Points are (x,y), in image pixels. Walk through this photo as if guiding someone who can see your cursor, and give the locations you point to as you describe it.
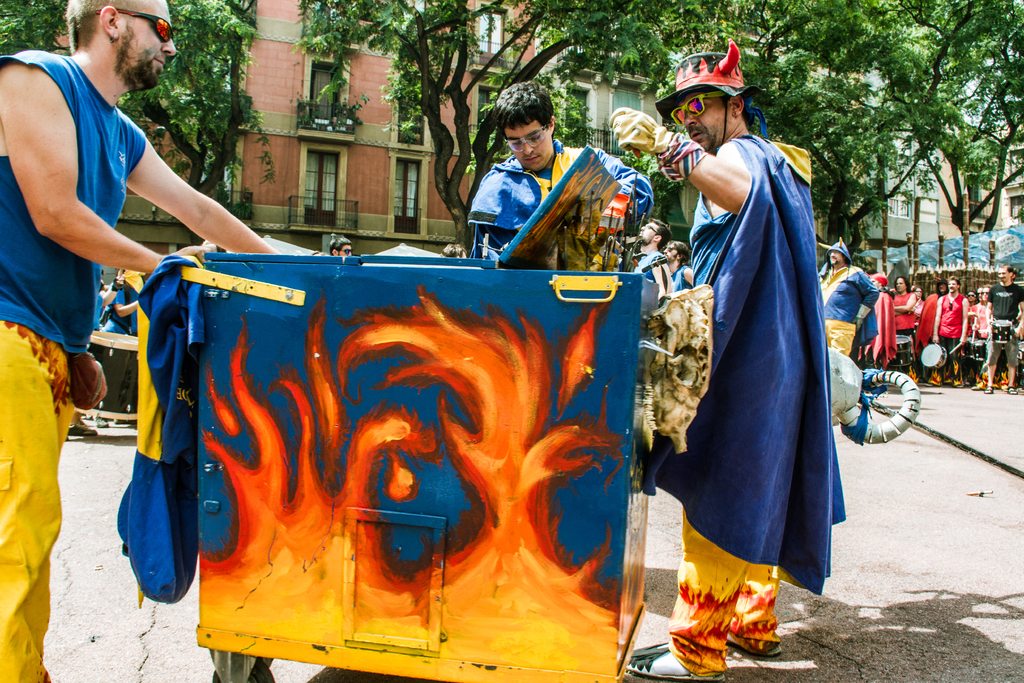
This image consists of three persons (710,217) wearing blue dress (727,218). In the middle (411,421), there is a trolley (416,430) in blue color. At the bottom (815,642), there is road (860,493). In the background (388,58), there are trees (505,77) along with buildings (398,119).
